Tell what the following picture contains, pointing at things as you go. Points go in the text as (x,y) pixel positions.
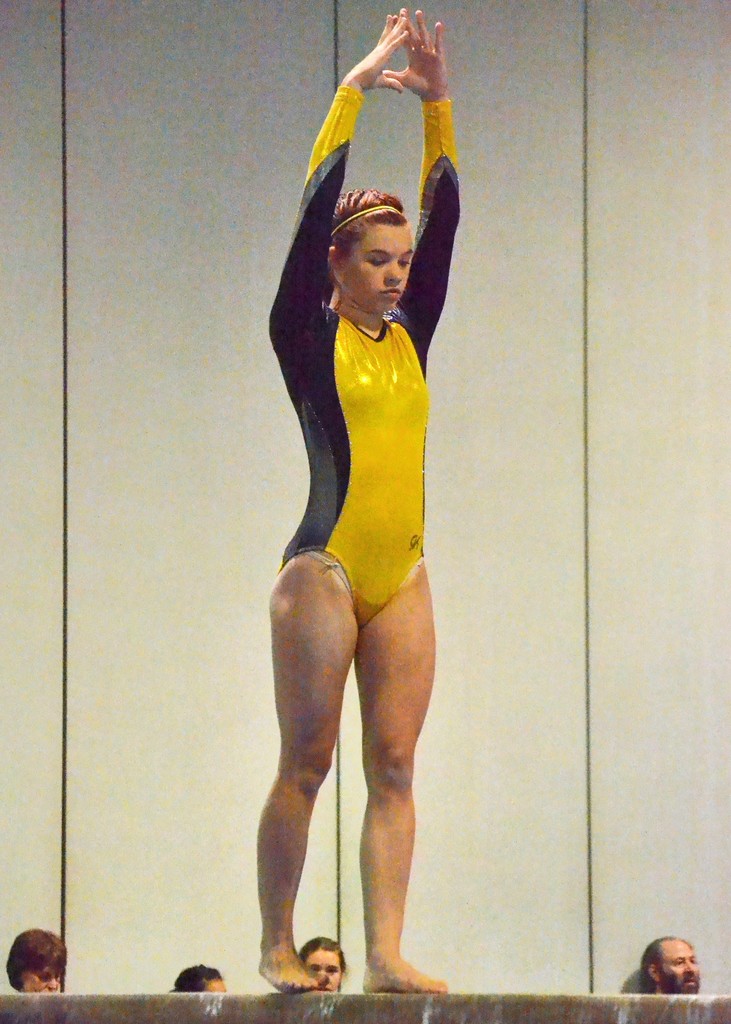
In this image we can see a woman (346,653) standing on a balancing beam (143,999). In the back (35,944) there are few people (212,988). Also there is a wall (226,447).
